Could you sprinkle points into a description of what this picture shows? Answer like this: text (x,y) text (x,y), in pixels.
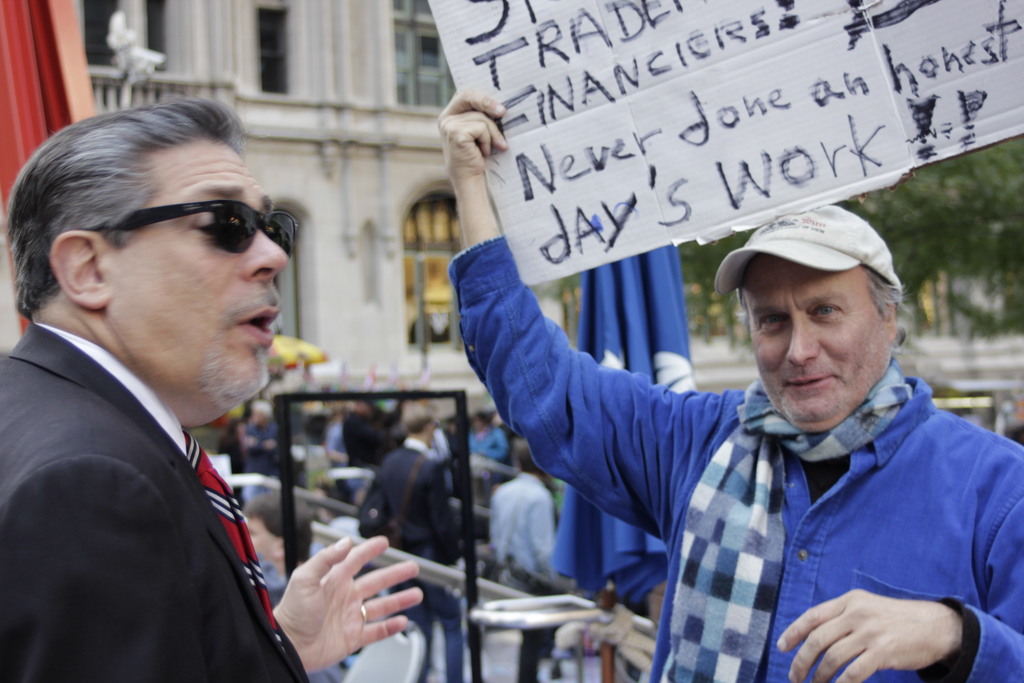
To the right side of the image (762,660) there is a person (762,660) wearing a blue color shirt (898,469) holding a white color cardboard (528,136) with some text (562,82) on it. To the left side of the image (181,244) there is a person (167,544) wearing a suit (21,640). In the background of the image (149,90) there is a building (300,104). There are people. To the right side of the image (931,177) there are trees (927,247).
